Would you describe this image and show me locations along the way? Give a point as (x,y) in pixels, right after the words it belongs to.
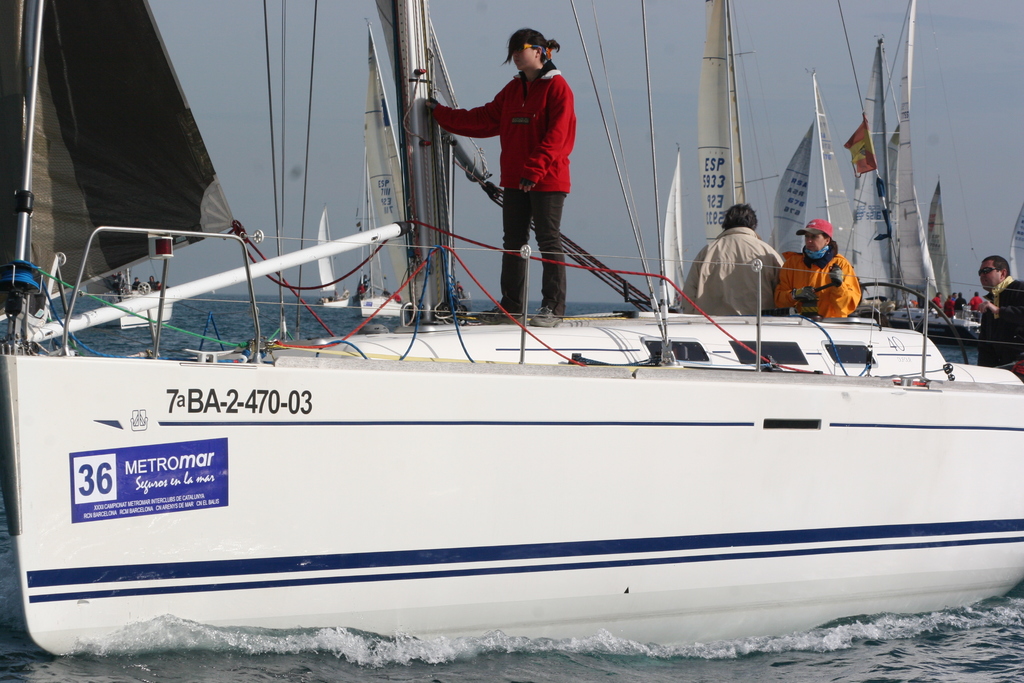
In this picture we can see water (824,657) at the bottom (836,629), there are some boats (380,335) in the water (244,305), we can see some people (848,262) standing in these boats (137,289), there are sails (870,251) of the boats (278,261) in the middle (667,231), we can see the sky (475,15) at the top of the picture (475,15), there is some text (163,479) on the boat (176,492).
